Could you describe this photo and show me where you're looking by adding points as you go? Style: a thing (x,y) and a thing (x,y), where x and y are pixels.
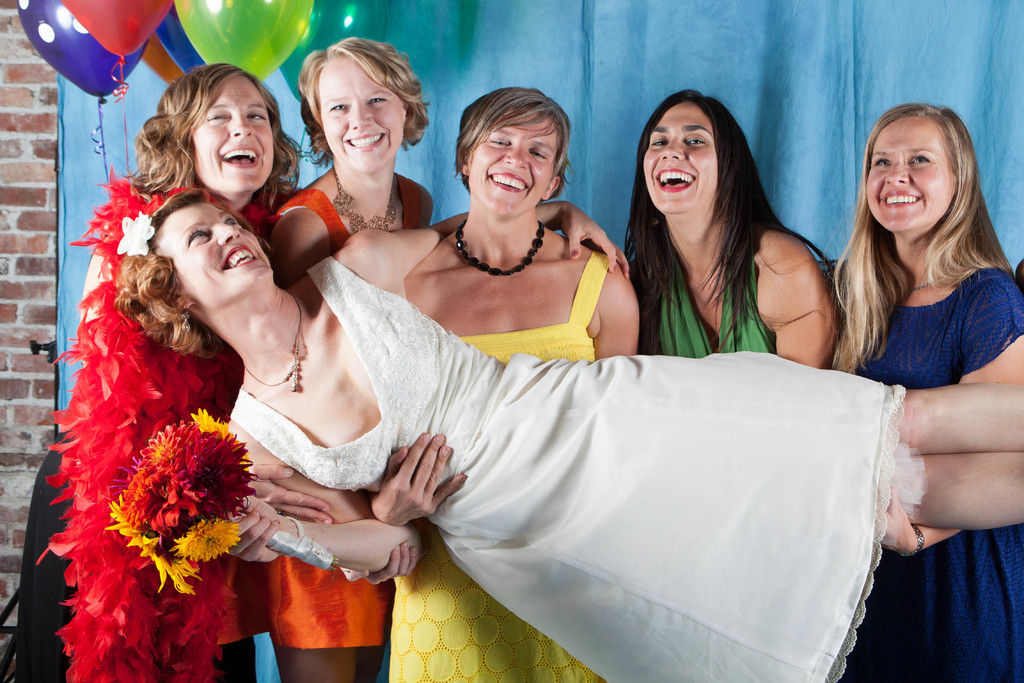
In this picture I can see the woman (311,341) who is wearing white dress (671,451) and holding the flower (232,489). Behind her I can see five women (399,209) who are holding her. Everyone is laughing and standing near to the blue color cloth (779,56). In the top left corner (241,41) I can see the balloons (184,42) which are placed near to the brick wall (6,110).
